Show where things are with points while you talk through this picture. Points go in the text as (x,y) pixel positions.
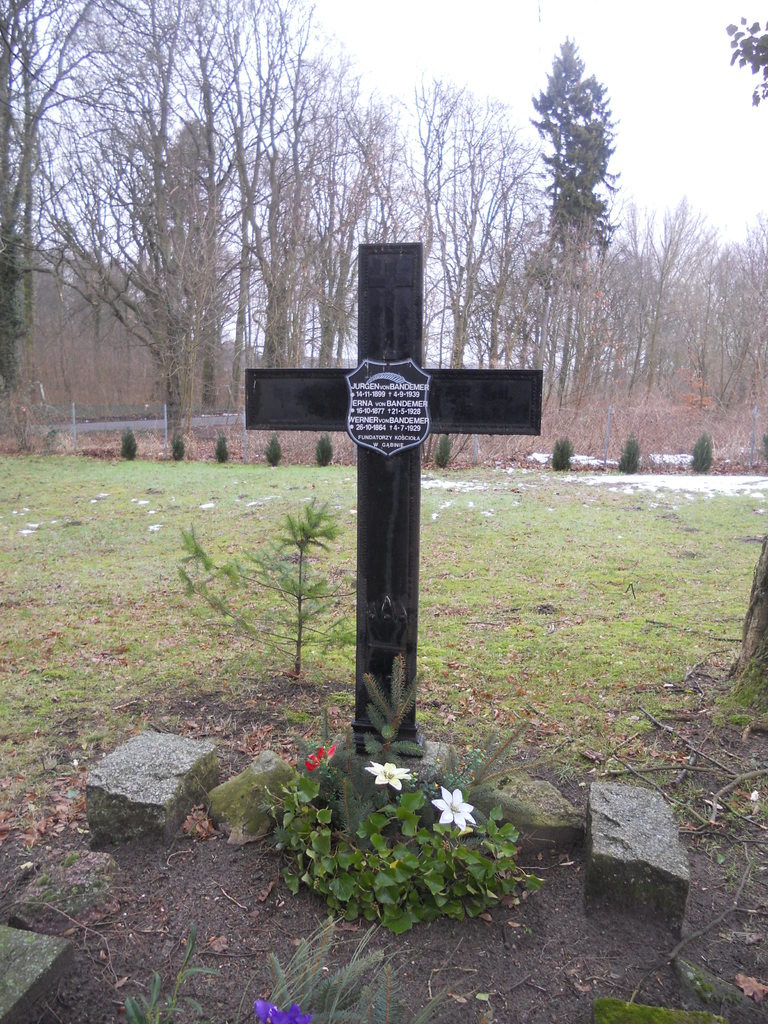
In this image I can see an open grass ground (563,761) and on it I can see few stones (248,819), plants (342,847) and a cross (442,393). I can also see a board (417,410) on the cross (379,467) and on the board (403,443) I can see something is written. In the background (41,373) I can see few more plants (35,434), number of trees (495,116) and the sky (386,7).
